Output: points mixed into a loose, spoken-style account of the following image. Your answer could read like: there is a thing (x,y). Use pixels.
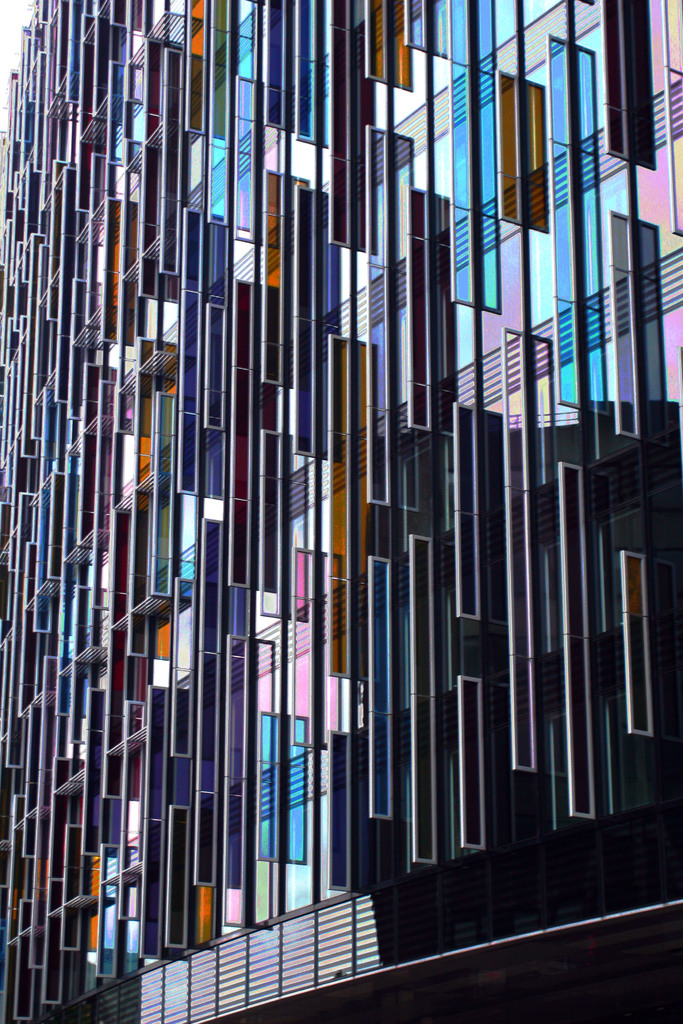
In this image we can see different glass frames (367,507) placed on a building (358,562).
